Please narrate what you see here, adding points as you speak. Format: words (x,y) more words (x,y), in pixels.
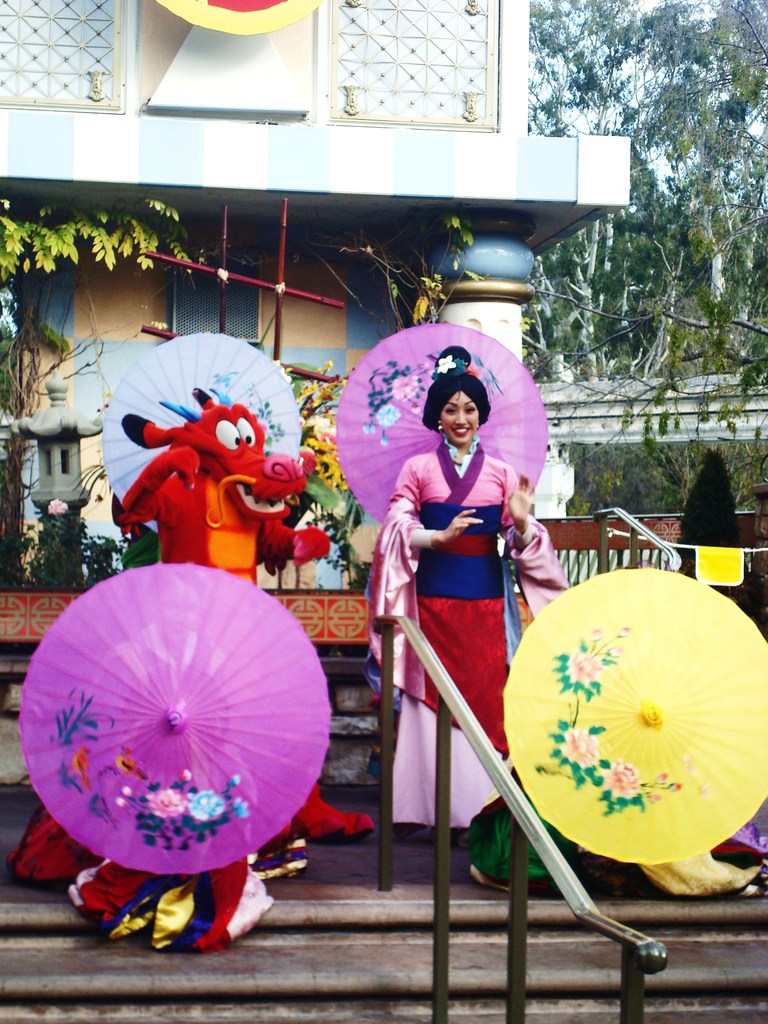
In this image, we can see a dragon (262,471) and a lady (433,494) wearing costume (429,513) and there are umbrellas (300,730). In the background (325,289), there is a building (148,73) and we can see trees (638,461), railings (550,531) and there are plants (79,548) and stairs (416,941).
